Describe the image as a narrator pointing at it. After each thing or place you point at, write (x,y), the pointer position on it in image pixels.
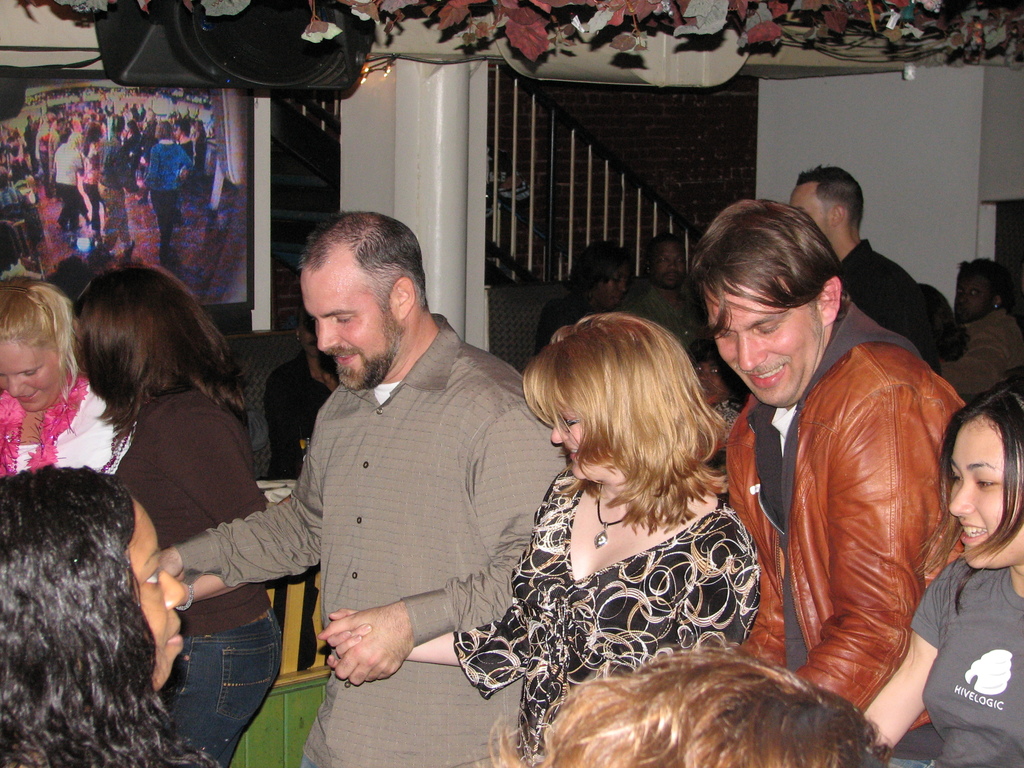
In this image we can see men (286,510) and women (206,583) are holding their hand (392,643) and dancing. In the background (422,253), we can see the pillar (426,210), railing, screen (109,166) and people (821,226). At the top of the image (830,24), we can see leaves (498,15), lights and one black color object (306,49).
